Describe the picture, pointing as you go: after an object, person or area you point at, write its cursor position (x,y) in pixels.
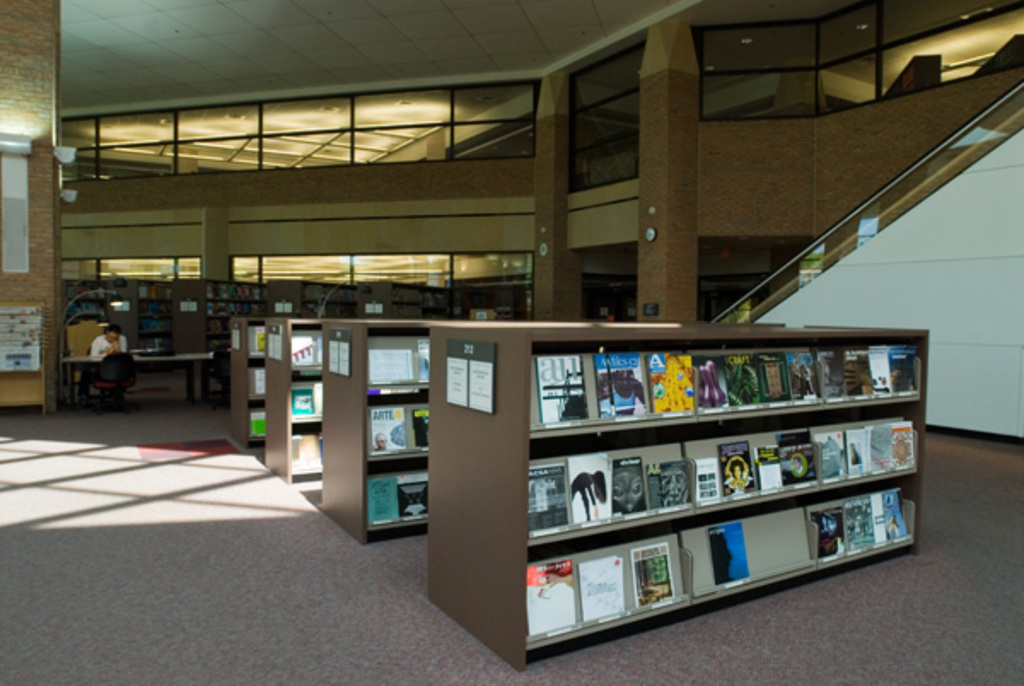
In this image, I can see a person (113,352) sitting. This is a table (138,359). I think these are the glass doors (618,122) and the pillars (536,169). I think this picture was taken in a bookstore (858,295). I can see the books (254,309), which are kept in the book shelves (350,386). This is the floor (269,587). On the left side of the image (25,363), I can see the boards (27,319), which are attached to the wall (42,287).
